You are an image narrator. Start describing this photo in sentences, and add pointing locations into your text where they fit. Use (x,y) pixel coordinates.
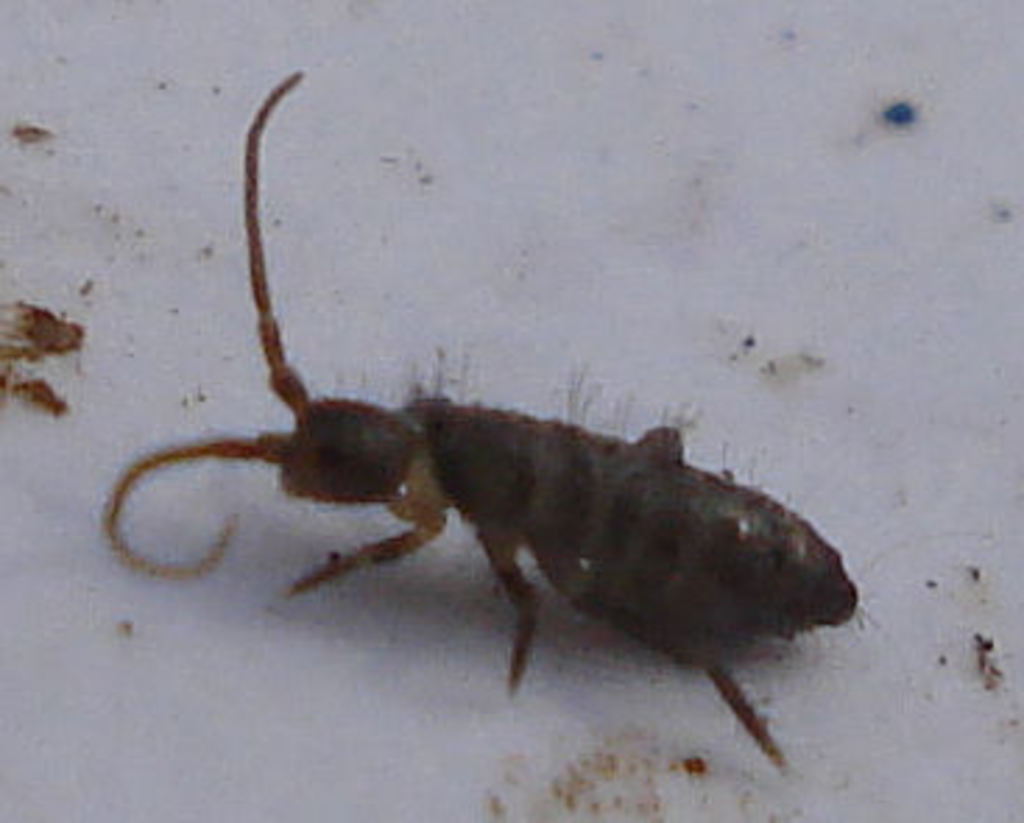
In this picture we can see an insect (579,556) in the front (554,528), there is a white color background (579,178).
